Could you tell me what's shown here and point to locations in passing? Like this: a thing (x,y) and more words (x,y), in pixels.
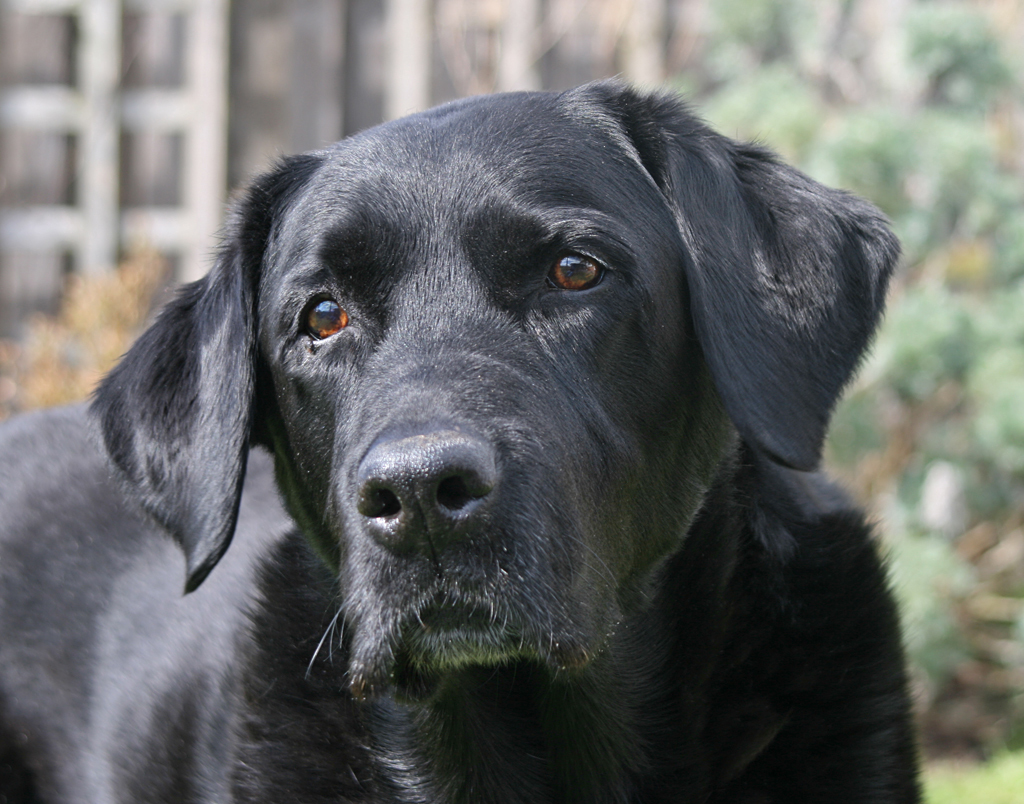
There is a black color dog (430,536) as we can see in the middle of this image (620,336). There are trees (829,142) and a building (548,66) in the background (743,93).
